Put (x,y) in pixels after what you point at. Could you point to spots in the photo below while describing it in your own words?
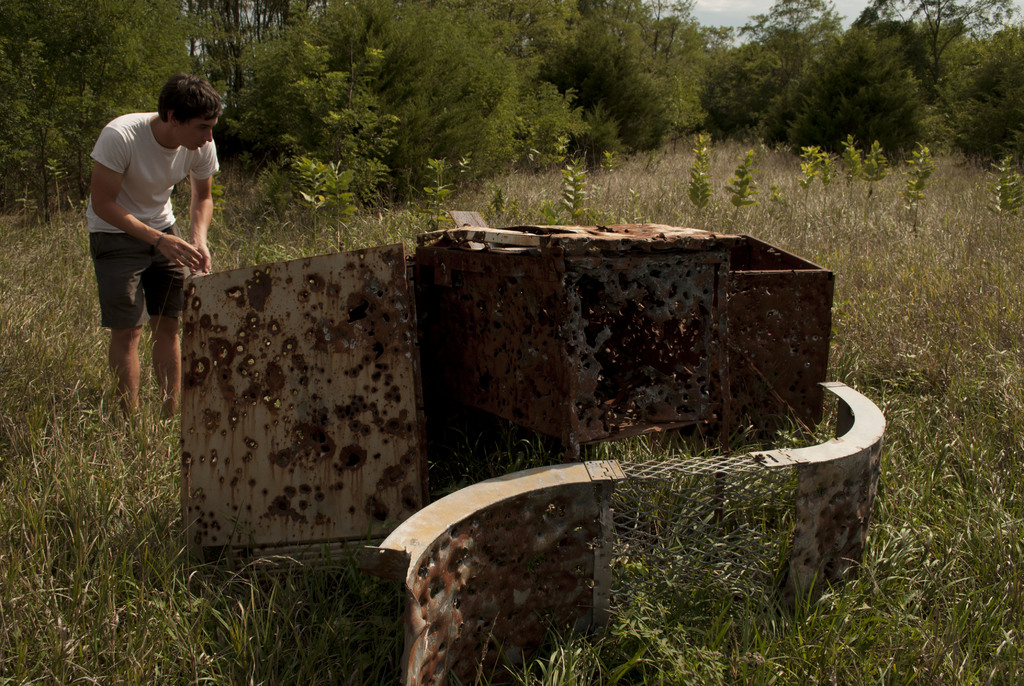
In this image I see a metal thing (511,263) over here and I see the grass (67,248), plants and in the background (230,142) I see the trees (707,80) and the sky (993,10) and I see a man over here who is wearing white t-shirt (170,163) and shorts (125,240).
